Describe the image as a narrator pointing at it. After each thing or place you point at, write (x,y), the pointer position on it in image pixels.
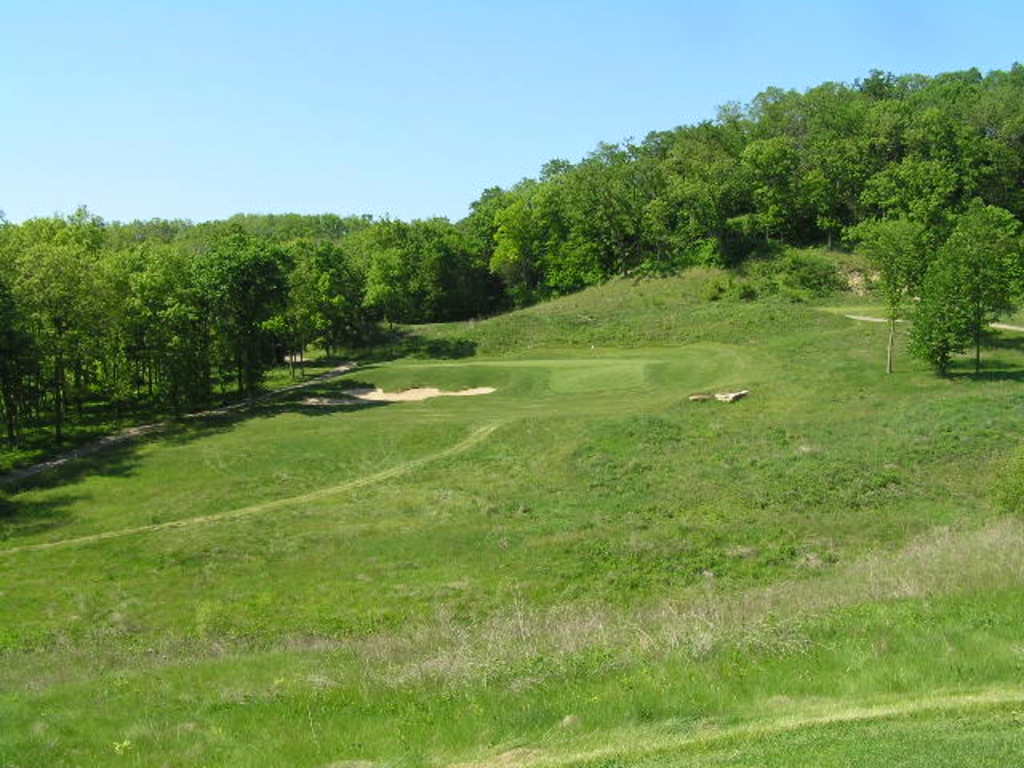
In this image we can see sky (231,126), trees (638,159), ground (510,357), sand (408,397), shrubs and rocks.
